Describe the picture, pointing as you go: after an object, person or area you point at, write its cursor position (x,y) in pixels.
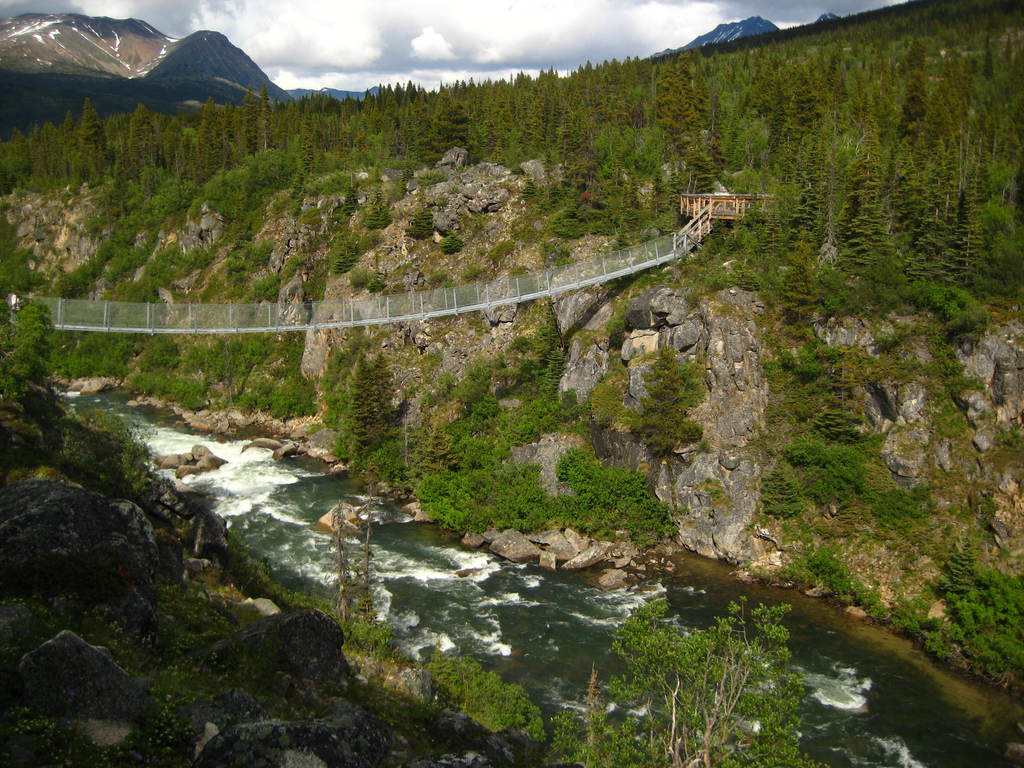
In the center of the image (629,267) there is a bridge (249,314). At the bottom (312,537) we can see a river (396,615) and there are rocks (253,701). In the background (177,133) there are hills (102,21), trees (778,139) and sky (398,62).
